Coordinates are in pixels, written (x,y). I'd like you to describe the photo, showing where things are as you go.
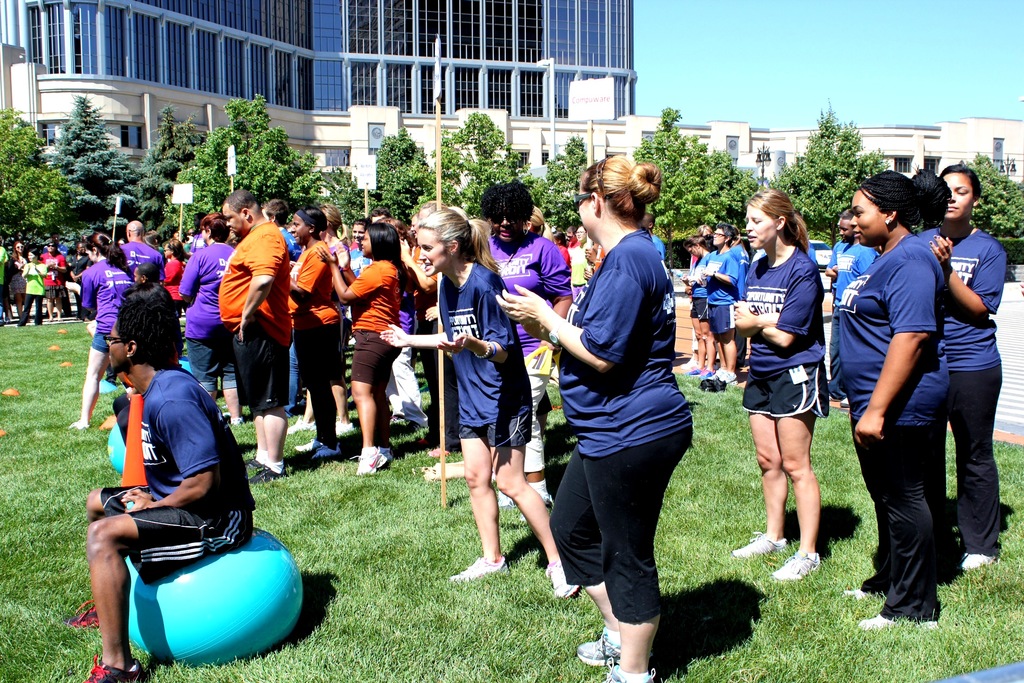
In this image I can see few persons (787,382) standing on the ground (272,527). There is some grass (276,534) on the ground (790,627). I can see few trees (674,256). In the background (704,137) I can see few buildings (411,106). I can see the sky (801,98).
